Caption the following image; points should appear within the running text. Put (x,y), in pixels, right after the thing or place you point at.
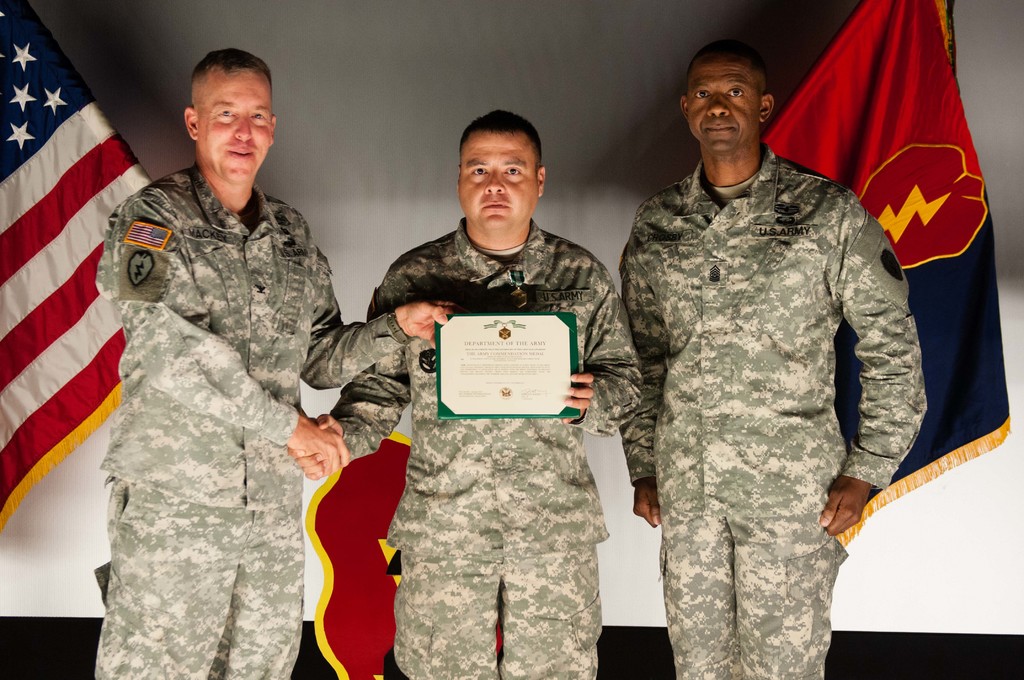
In this image I can see three persons (789,358) wearing uniforms (719,362) are standing and I can see two of them are holding white and green colored object (444,380). In the background (388,75) I can see the white colored surface (394,129) and two flags (13,263).
